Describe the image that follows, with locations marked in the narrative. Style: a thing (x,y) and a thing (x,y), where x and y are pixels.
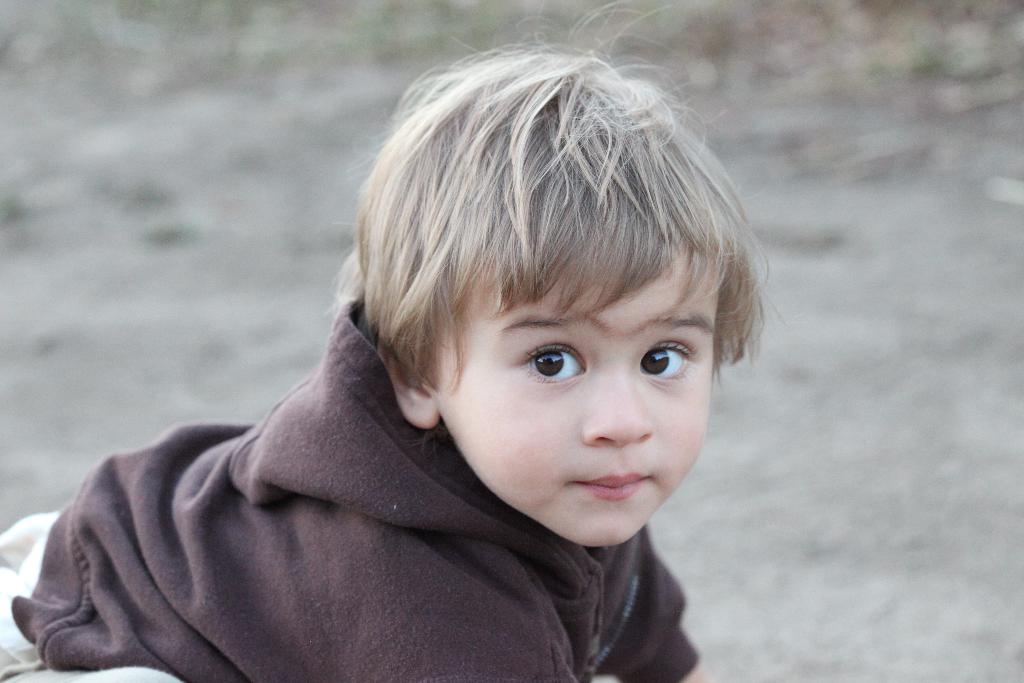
In the image we can see a kid (545,83). Background of the image (972,67) is blur.
